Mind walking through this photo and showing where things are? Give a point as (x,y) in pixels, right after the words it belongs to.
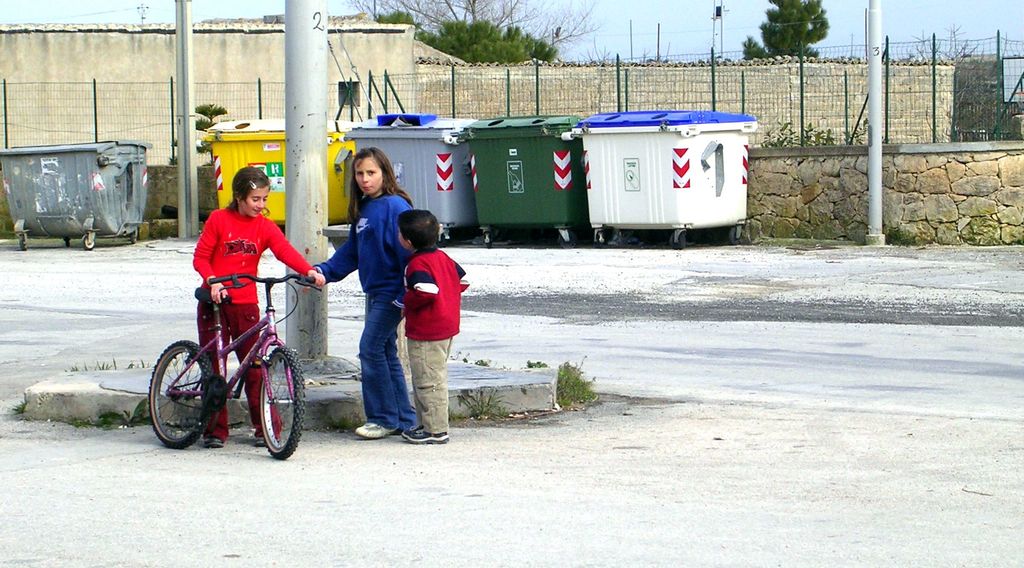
In this image we can see a girl (250,342) standing and holding a bicycle (285,404), next to her there are two kids (399,312) standing. In the background (578,197) there are trash bins (487,175) and a fence (168,136). There is a shed (232,51) and we can see trees (803,40). There are poles (871,88). At the top (551,32) there is sky (572,27).
